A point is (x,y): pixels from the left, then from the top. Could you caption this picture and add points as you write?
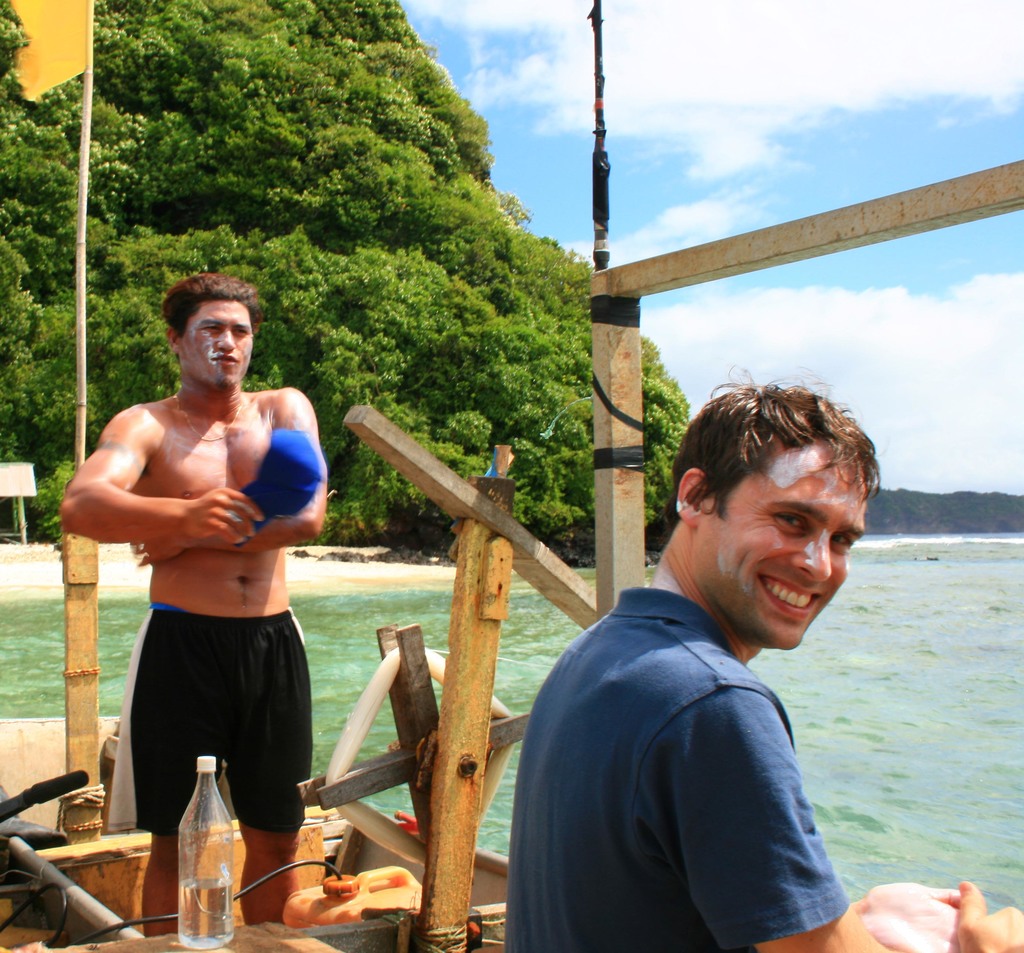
This image is clicked near the beach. There are trees (392,162) on the left side (259,260) and sky (826,278) on the right side (872,249). This image might be clicked in a boat (483,798). there is a flag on left side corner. There are two persons (301,540) in this boat (572,584). one of them who is sitting in the right side (762,742) is smiling and the other one who is standing is wearing black short (249,620), he is also holding something in blue color. There is a bottle (203,920) in front of him and can (393,892) too. The person (602,865) on the right side (689,663) is wearing blue shirt (659,840). There is also water (855,603) in this image.
